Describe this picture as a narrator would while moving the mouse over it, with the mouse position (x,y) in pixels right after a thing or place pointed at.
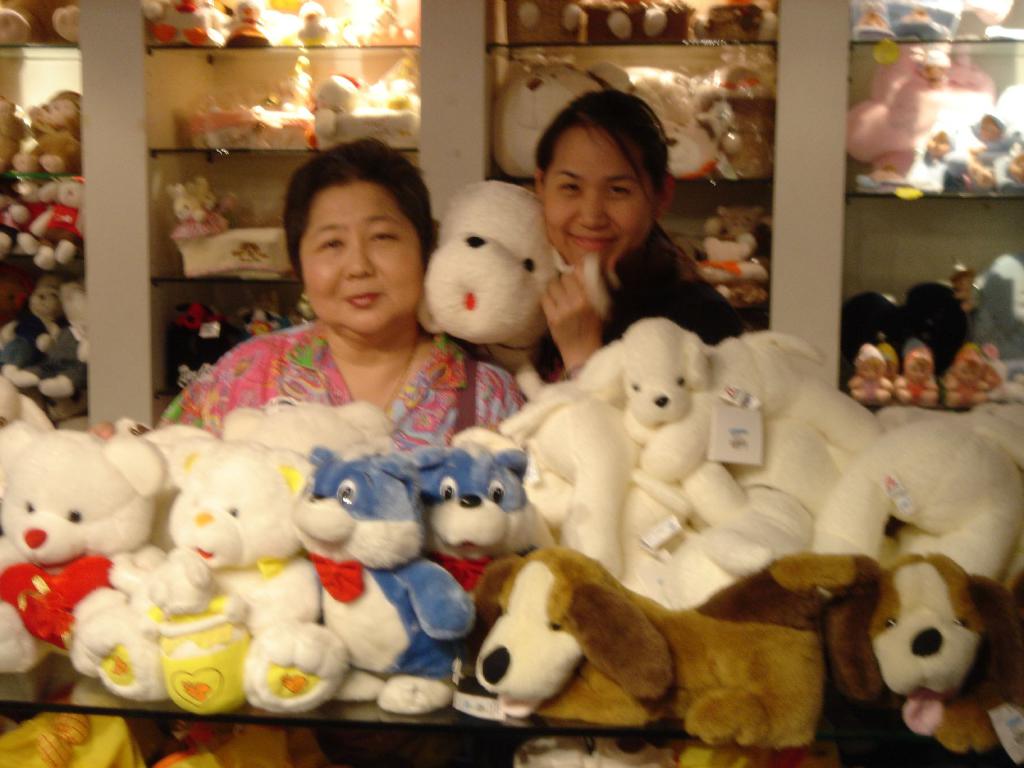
This picture shows few soft toys (701,698) on the table (614,730) and we see couple of women (575,354) with a smile (593,242) on their faces (593,242) and a woman (588,308) holding a soft toy (424,308) in her hand (579,327) and we see few soft toys (711,137) in the shelves (865,225) on the back (900,123).
